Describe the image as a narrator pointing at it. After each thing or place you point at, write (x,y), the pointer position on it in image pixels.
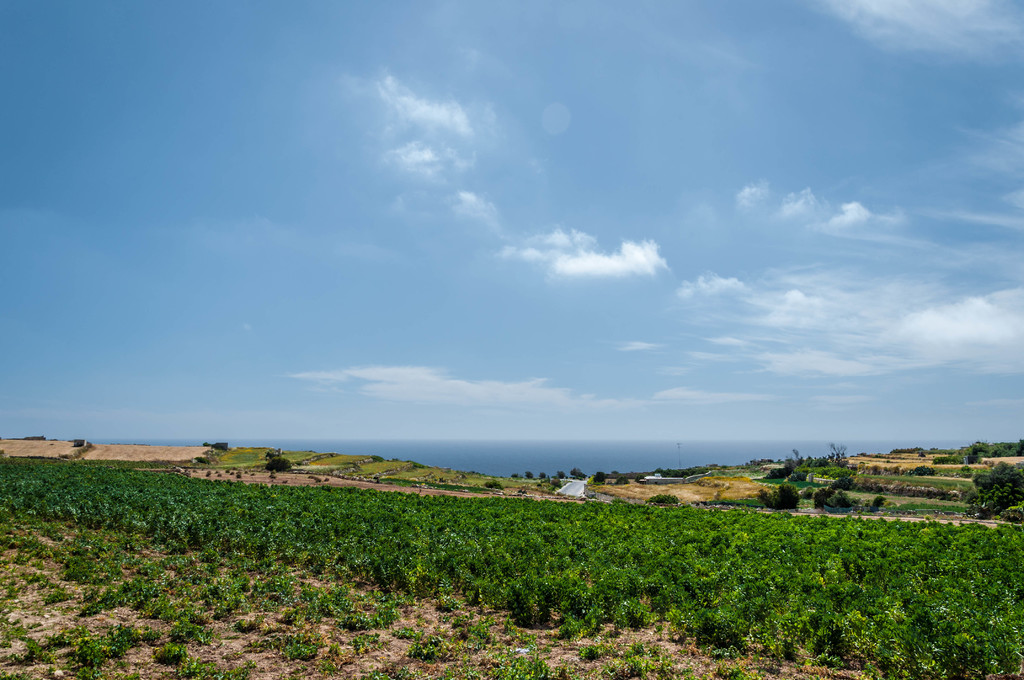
Front of the image we can see plants (226,485). In the background (274,459) we can see grass (236,460), trees (996,486) and sky (608,424) with clouds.
